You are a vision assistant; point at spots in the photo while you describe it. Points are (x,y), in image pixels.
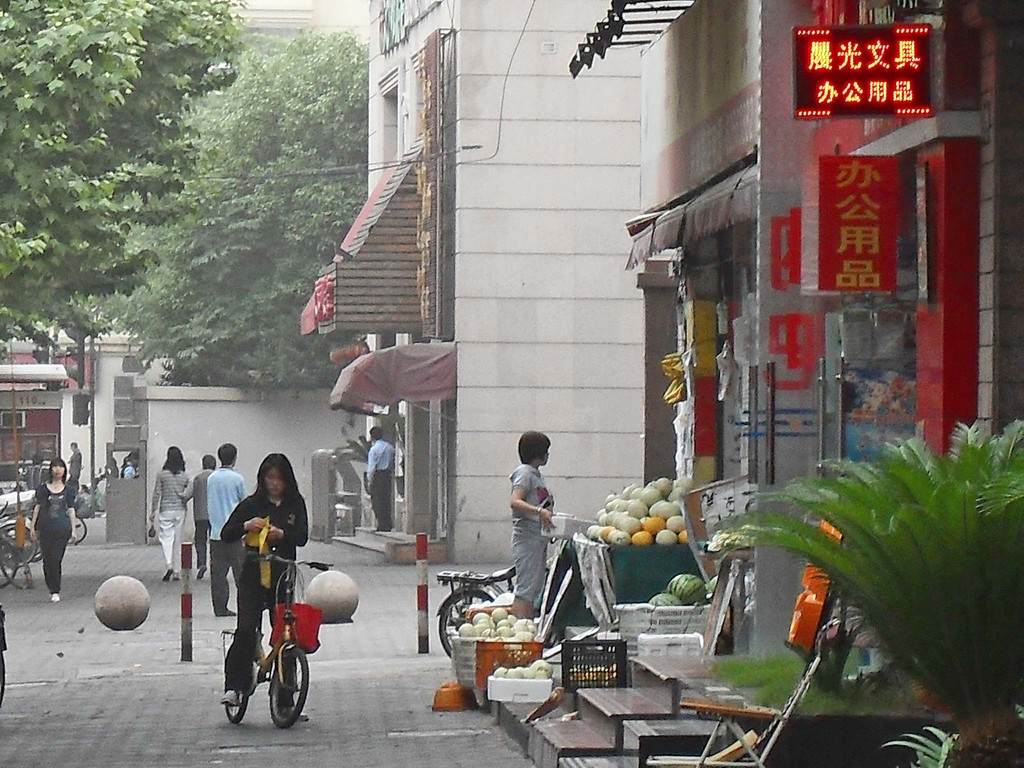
In this image there is a girl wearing black color dress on a bicycle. To the right side of the image (927,381) there are stores (679,231). There is a plant (899,681). In the background of the image (275,288) there are trees (323,178). There is a building (490,405). There are people (212,491) walking on the road (62,709). There are safety poles (188,655).
